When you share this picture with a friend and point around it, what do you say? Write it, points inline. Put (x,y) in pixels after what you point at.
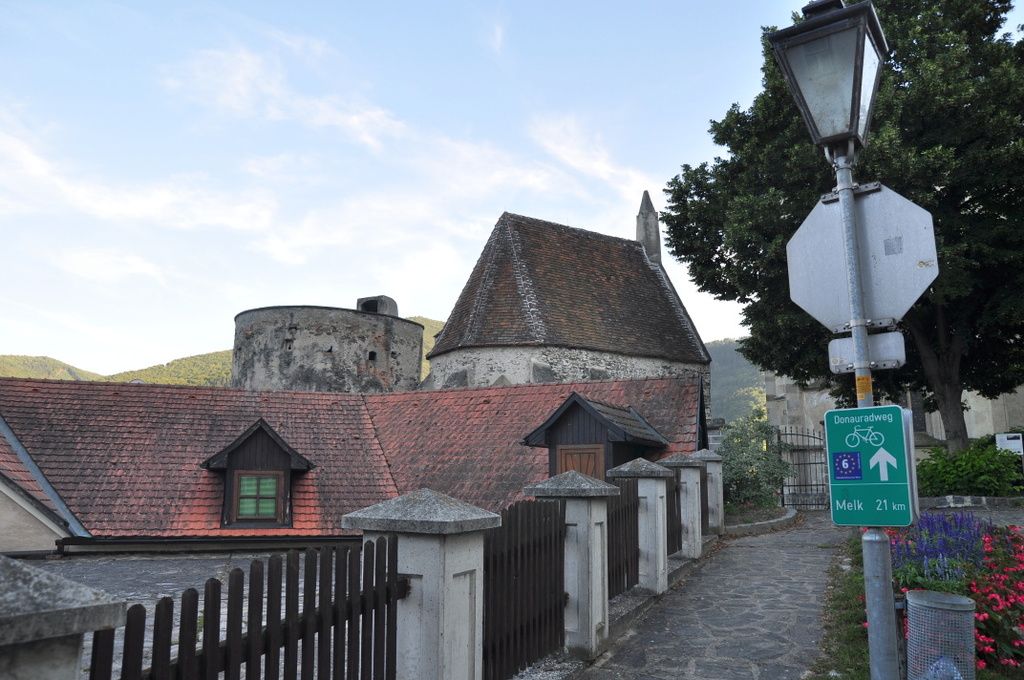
In this image we can see the houses (431,397), hills (221,375), trees (1004,153), plants (984,450), trash bin (964,634) and also the path (805,520). We can also see the gate (807,494) and also the fence (699,455). In the background (350,2) we can see the sky (263,245) with some clouds (282,241).
